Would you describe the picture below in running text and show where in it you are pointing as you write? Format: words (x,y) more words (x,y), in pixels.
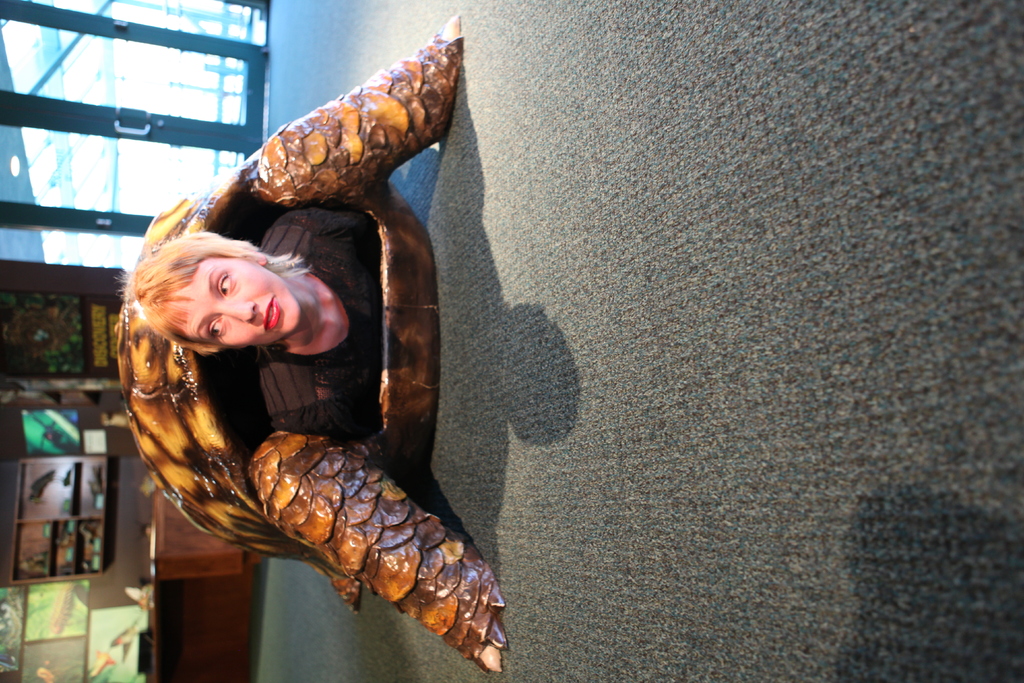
In this picture we can see a woman (367,398) here, she wore a costume (388,411) which is like a turtle (419,274), on the right side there is a mat (576,297) we can see a glass door (138,113) here, there is a rack (63,499) here, we can see photo frames (50,627) here.
